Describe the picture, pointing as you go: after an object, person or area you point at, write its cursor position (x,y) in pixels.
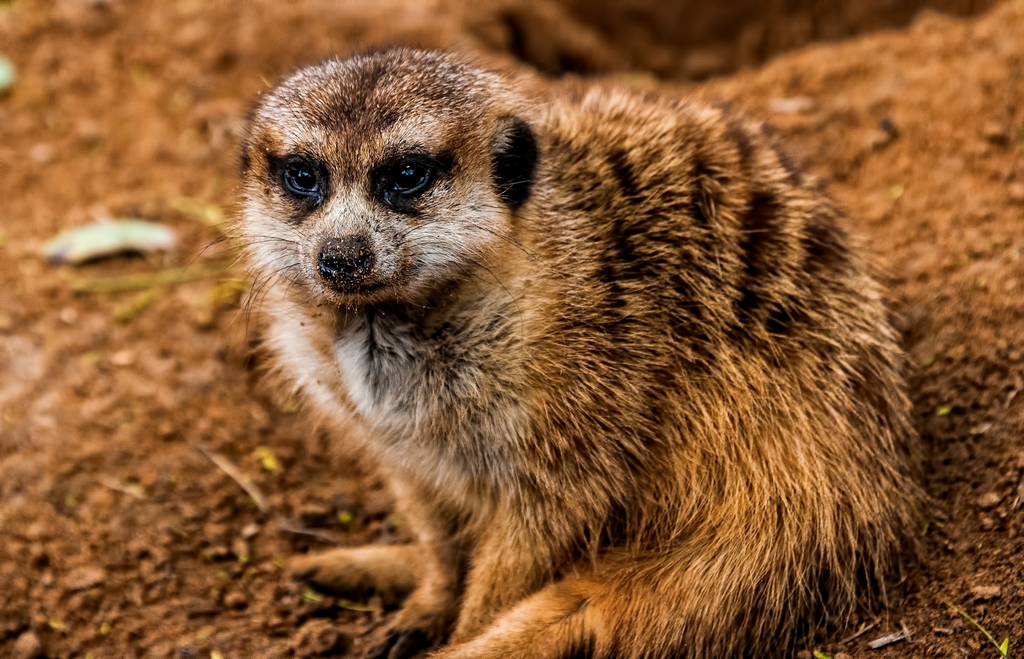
In this image I can see an animal (718,245) in black, brown and white color. Background (527,12) is in brown color.
